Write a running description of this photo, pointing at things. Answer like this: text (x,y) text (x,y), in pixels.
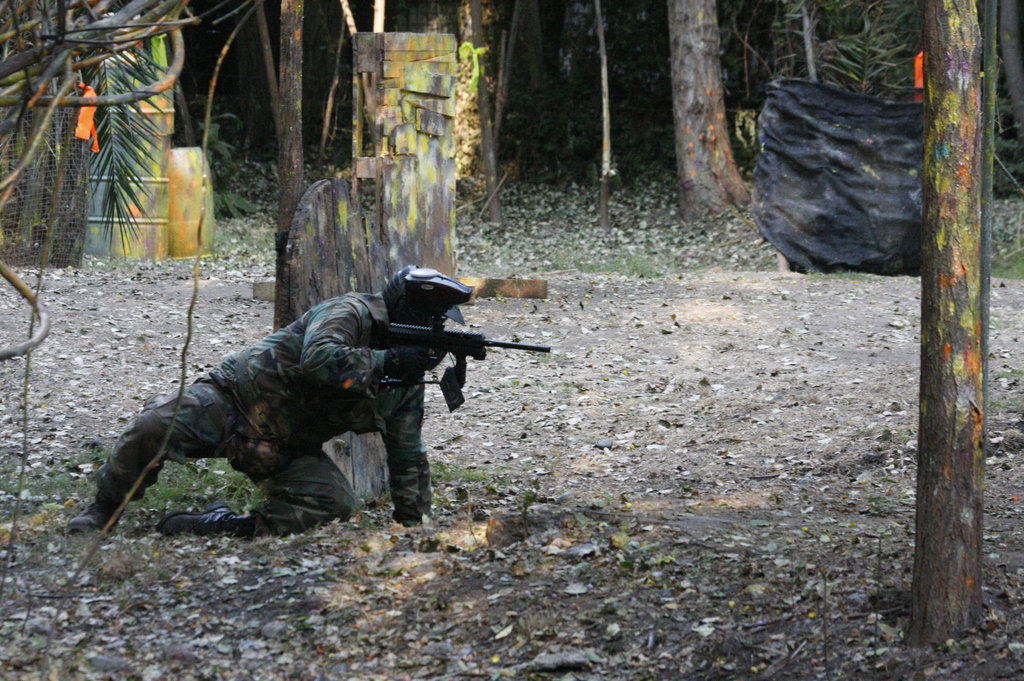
In the background (696,6) we can see tree trunks (930,14), leaves (910,14). In this picture we can see objects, grass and messy ground (503,487). On the left side of the picture (328,506) we can see a man (416,305) in a crouched position, wearing a helmet (408,283) and he is holding a gun (447,351).
